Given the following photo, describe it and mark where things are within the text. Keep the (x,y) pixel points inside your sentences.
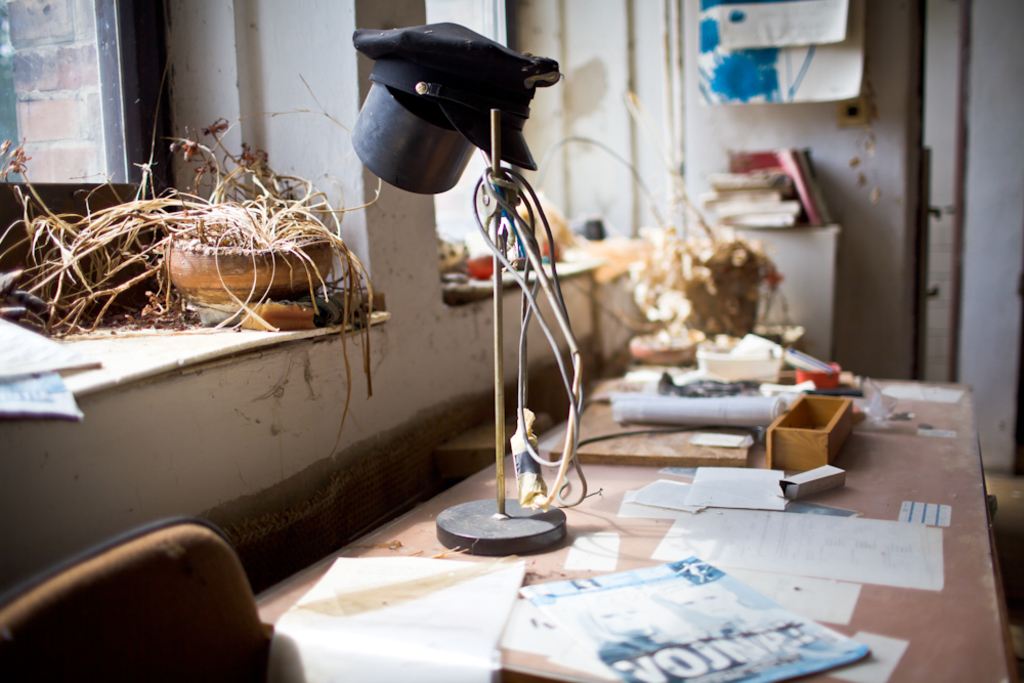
This image consists of a table (934,497) on which there are papers (555,643) and books (680,678) along with a light (455,154). To the left (84,179), there are windows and there are potted plants (259,278). In the background (391,203), there is a wall (999,133).
